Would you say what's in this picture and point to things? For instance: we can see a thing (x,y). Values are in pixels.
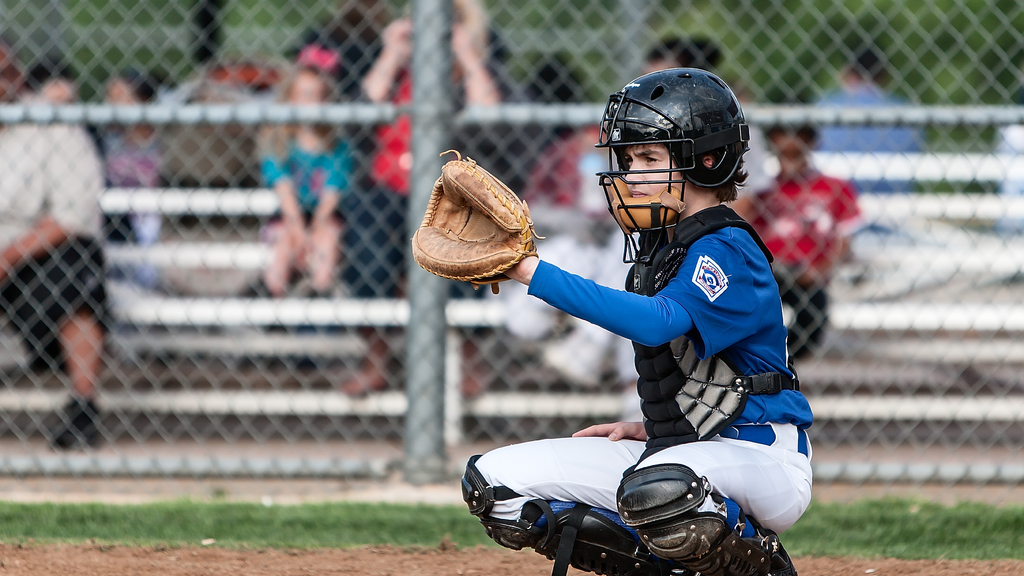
This image is taken outdoors. At the bottom of the image (235,539) there is a ground (271,544) with grass (822,516) on it. In the background (555,154) there is a mesh (833,209). Through the mesh (855,200) we can see there are a few people (61,175) sitting on the benches (890,198). In the middle of the image (601,312) a boy (552,483) is fielding. He has worn a glove (491,219), helmet (659,135) and leg pads (633,523).
